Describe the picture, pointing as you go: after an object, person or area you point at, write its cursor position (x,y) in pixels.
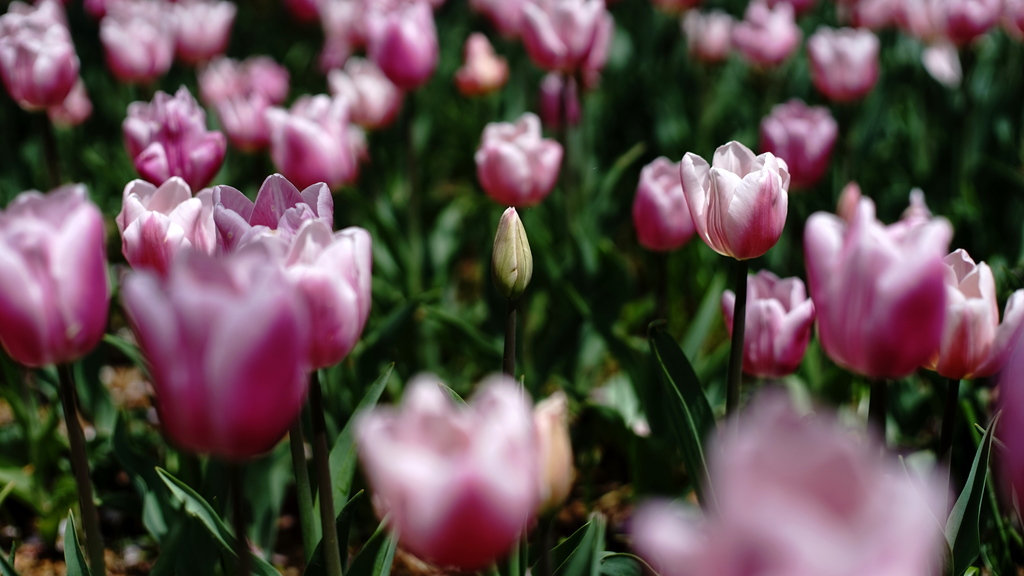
There are many tulip plants (563,313).
